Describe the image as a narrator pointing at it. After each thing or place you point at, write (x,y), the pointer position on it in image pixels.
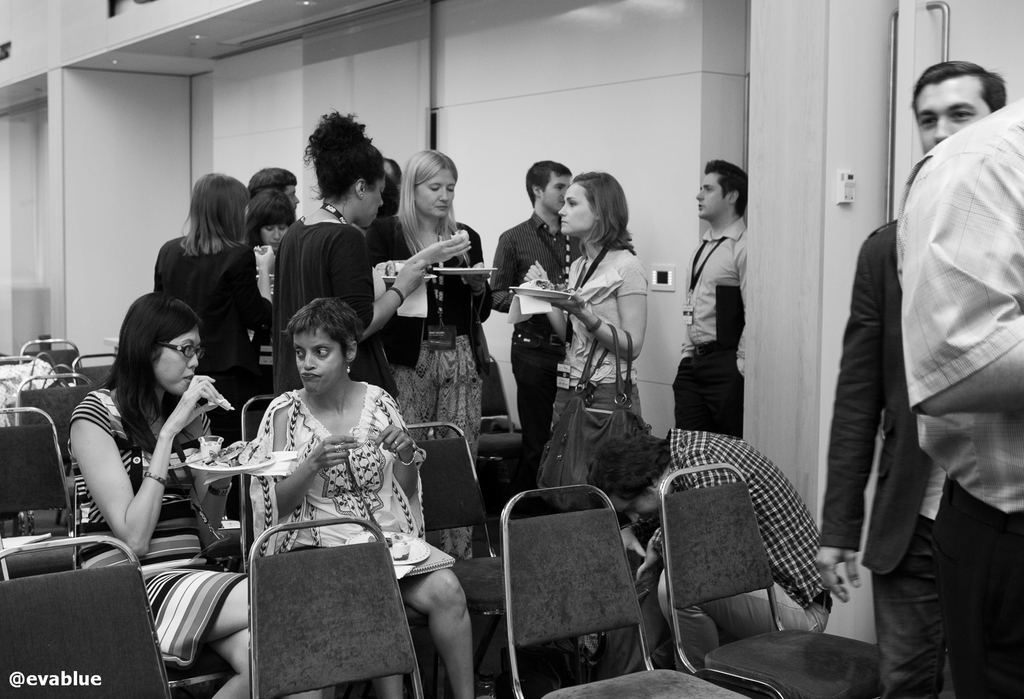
This is a black and white picture. On the right (973,282) there are two men (954,384) standing. In the center of the picture (573,250) there are people (214,215) many are standing and few are sitting, some of them are eating. In this picture there are chairs (30,408). In the background (474,98) there are doors (1023,26), wall (268,53) and lights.
